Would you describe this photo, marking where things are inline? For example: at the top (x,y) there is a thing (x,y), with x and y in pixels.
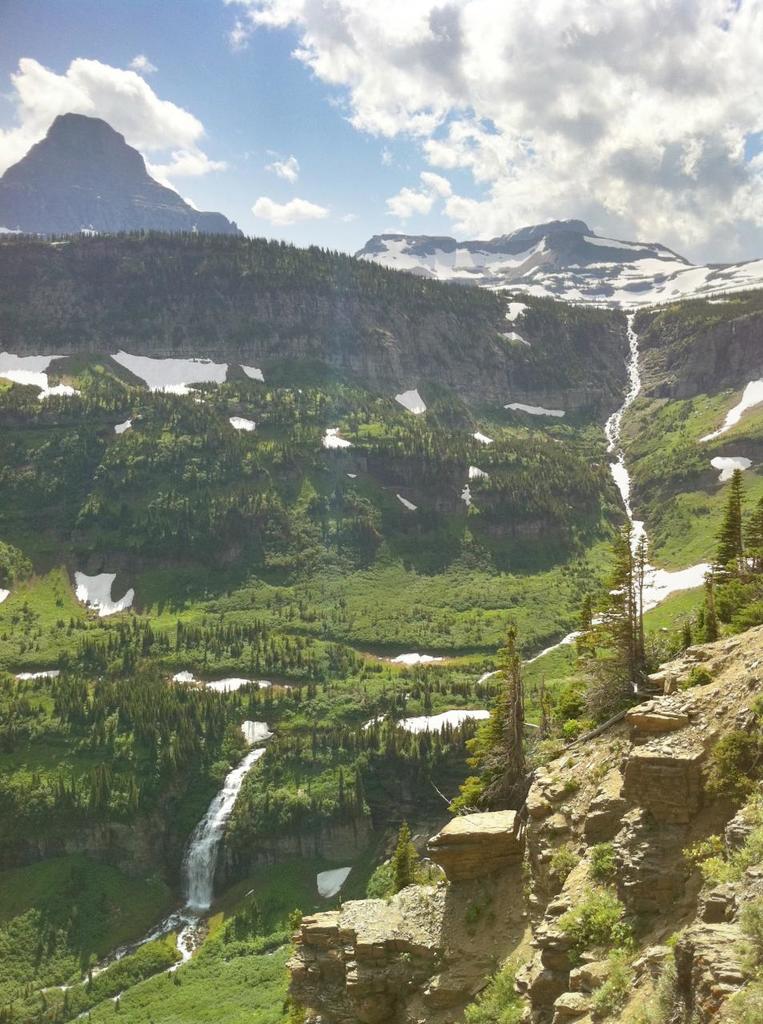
In this image at the bottom (204,878), there are stones (560,760), trees (501,709), water falls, water (199,893), grass (258,889). At the top (248,267) there are hills (328,360), trees (287,365), ice (609,271), grass (651,426), sky (234,65) and clouds (477,104).
